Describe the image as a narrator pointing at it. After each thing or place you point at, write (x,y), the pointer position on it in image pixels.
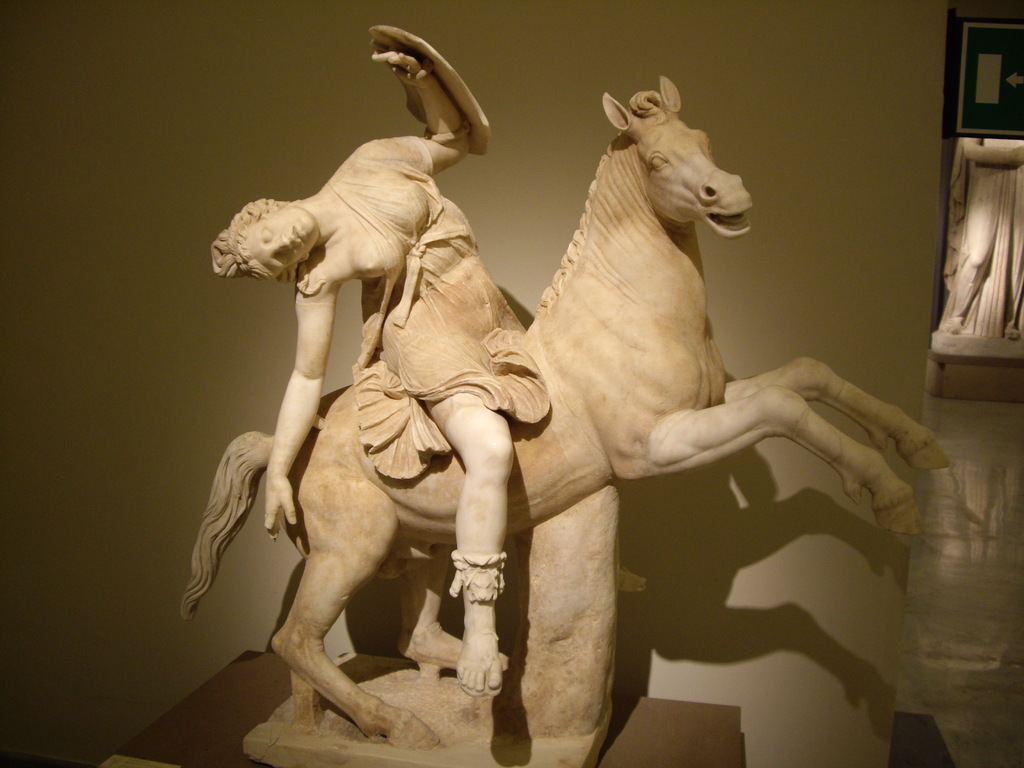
In this image we can see a statue (195,567) of a person (223,255) sitting on the horse (672,348). Here we can see another statue (966,255).
